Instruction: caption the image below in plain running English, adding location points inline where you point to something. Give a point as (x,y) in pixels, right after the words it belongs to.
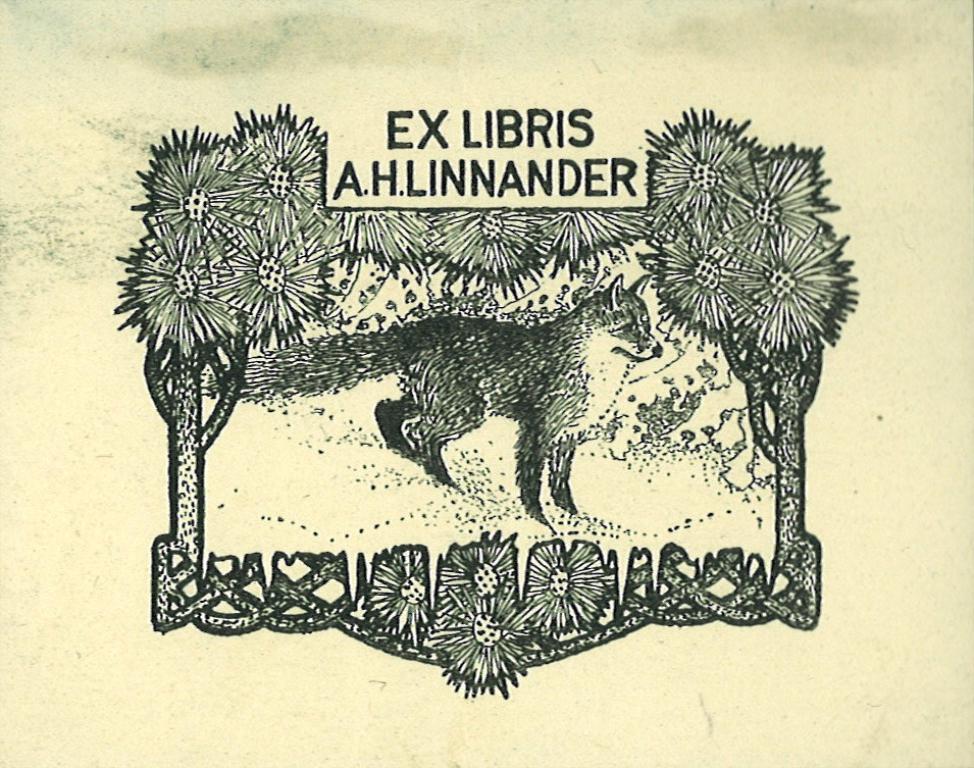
In this picture there is a poster (689,513). In the center (574,308) I can see the cartoon image of the fox (531,434) and trees (579,273). At the top (588,145) I can see something is written.
